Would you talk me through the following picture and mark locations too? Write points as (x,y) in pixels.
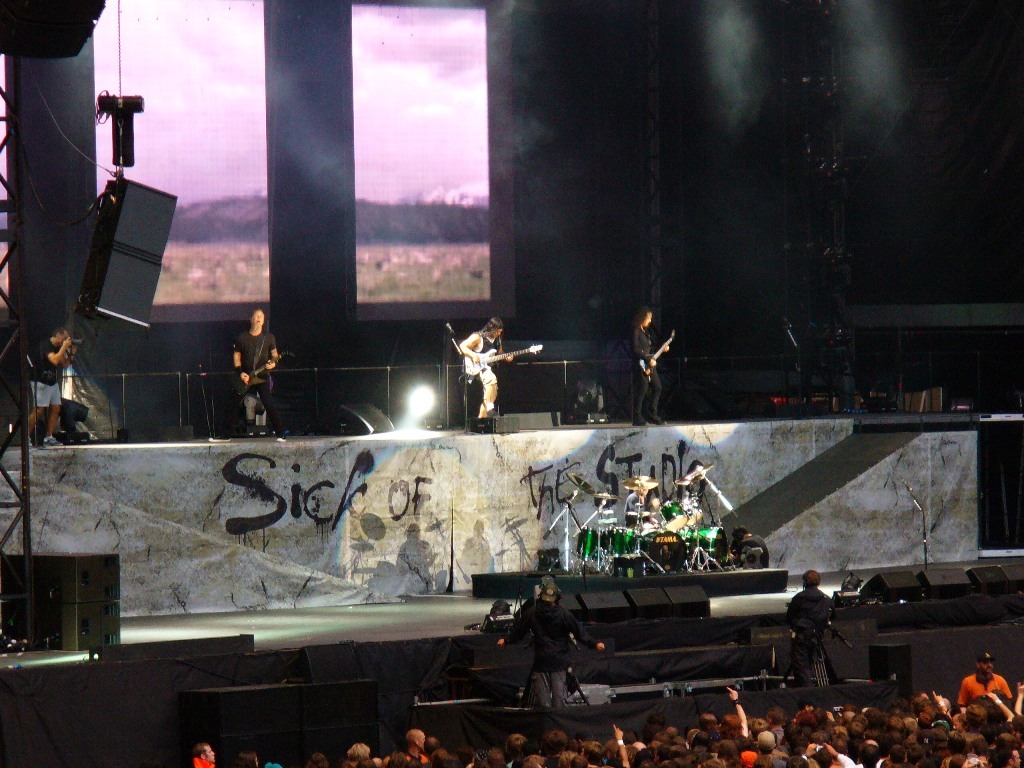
In this image we can see group of people (791,598) standing, some people (638,371) are holding guitars (277,361) in their hands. In the foreground of the image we can see some musical instruments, some stands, speakers (528,418) and some lights (432,407) are placed on floor (405,428). On the left side of the image (57,344) we can see a person (56,369) holding a camera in his hand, we can also see some speakers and metal frames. At the top of the image (459,133) we can see some screens (472,133).
